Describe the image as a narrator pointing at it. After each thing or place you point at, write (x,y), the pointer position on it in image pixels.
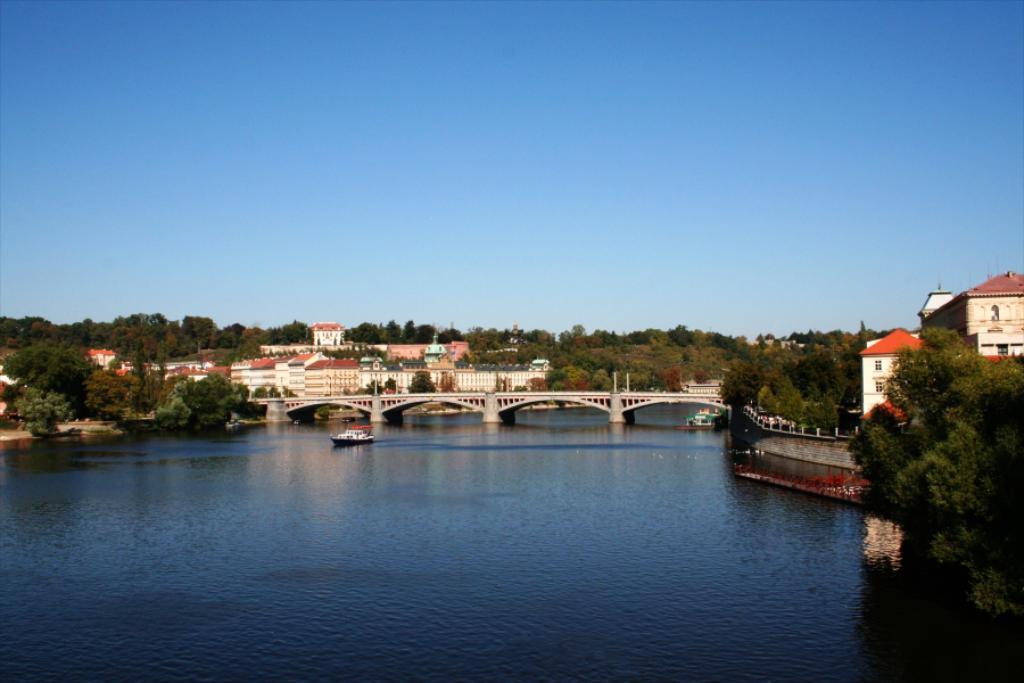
In this image, we can see some trees (760,349) and buildings (383,365). There is a bridge (659,398) in the middle of the image (519,400). There is a boat (358,429) floating on the water (390,469). There is a sky (476,138) at the top of the image (496,113).
